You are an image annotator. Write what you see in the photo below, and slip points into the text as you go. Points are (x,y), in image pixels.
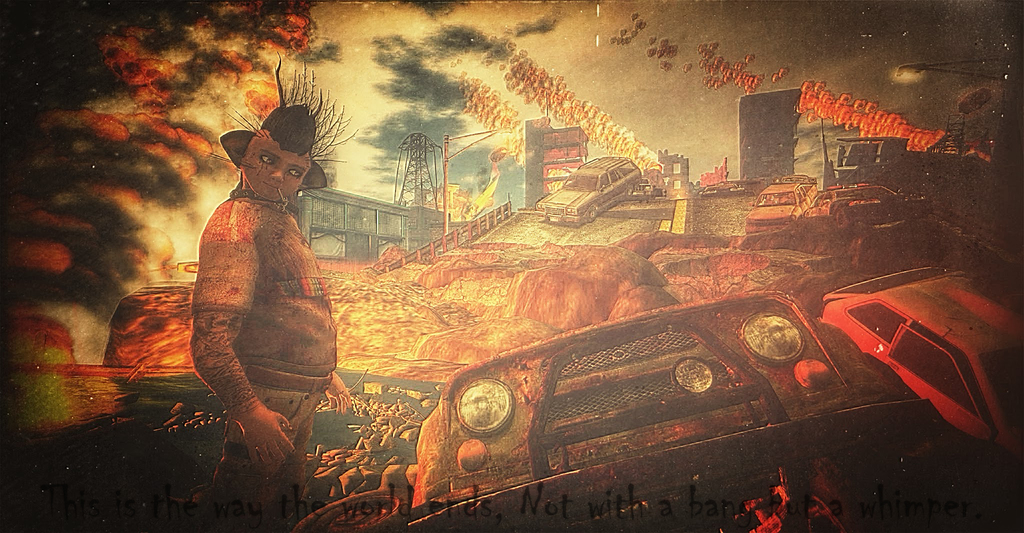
In this picture, it looks like a poster (251,285) of a person (227,335), some vehicles (543,394), a tree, an electric steel tower (417,164) and the sky (654,85). On the poster (511,74) it is written something.
